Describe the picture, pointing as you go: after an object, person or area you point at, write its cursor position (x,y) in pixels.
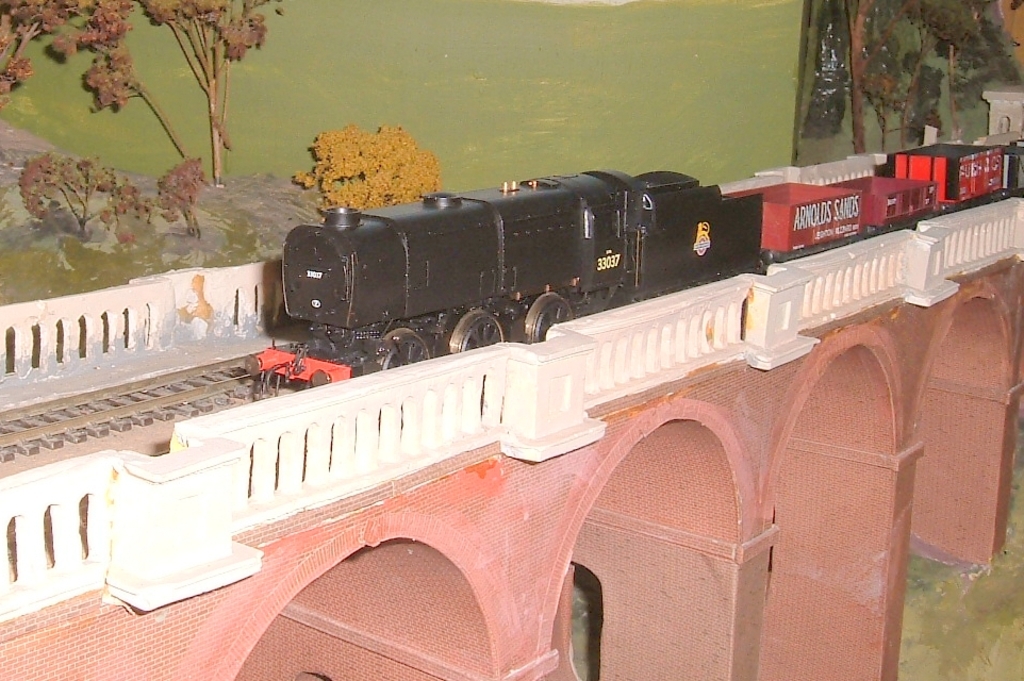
In this image there is a toy train (362,288) on the track (110,408), which is on the bridge (582,462). In the background (25,35) there are trees (349,160).
